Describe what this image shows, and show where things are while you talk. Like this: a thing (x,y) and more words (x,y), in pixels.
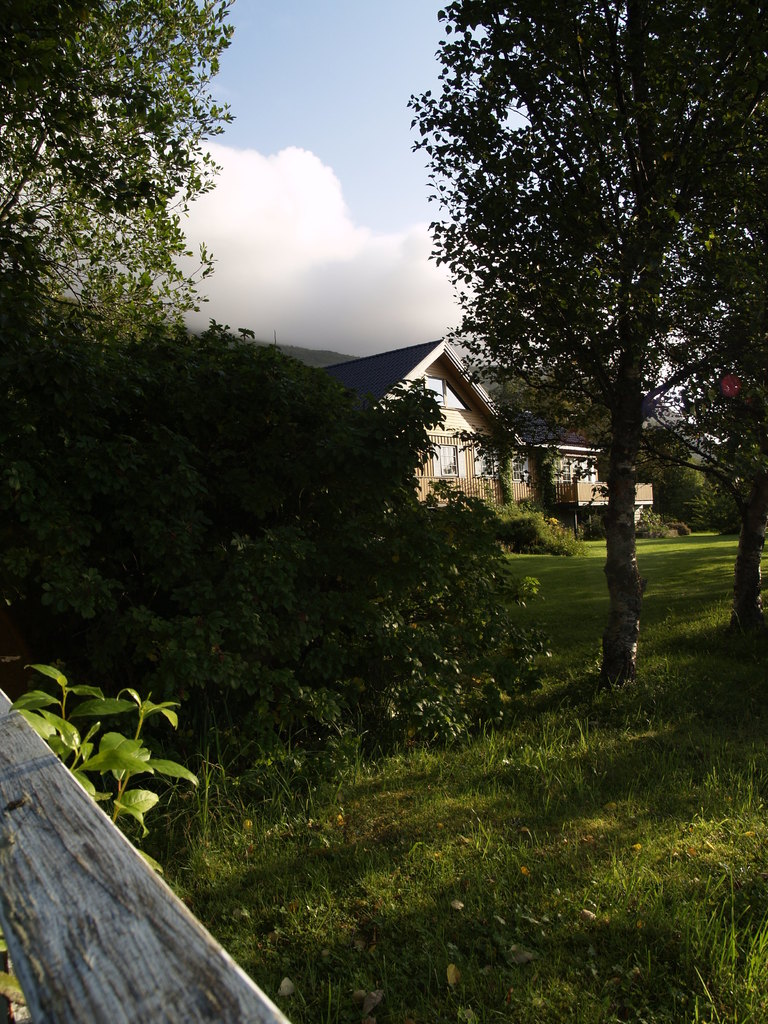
In the center of the image (460,431) there is a house (542,419). On the right (632,144) and left side of the image (126,442) we can see trees (18,121). At the bottom of the image (391,855) we can see grass (366,867). In the background (359,183) we can see sky (302,107) and clouds (269,276).
